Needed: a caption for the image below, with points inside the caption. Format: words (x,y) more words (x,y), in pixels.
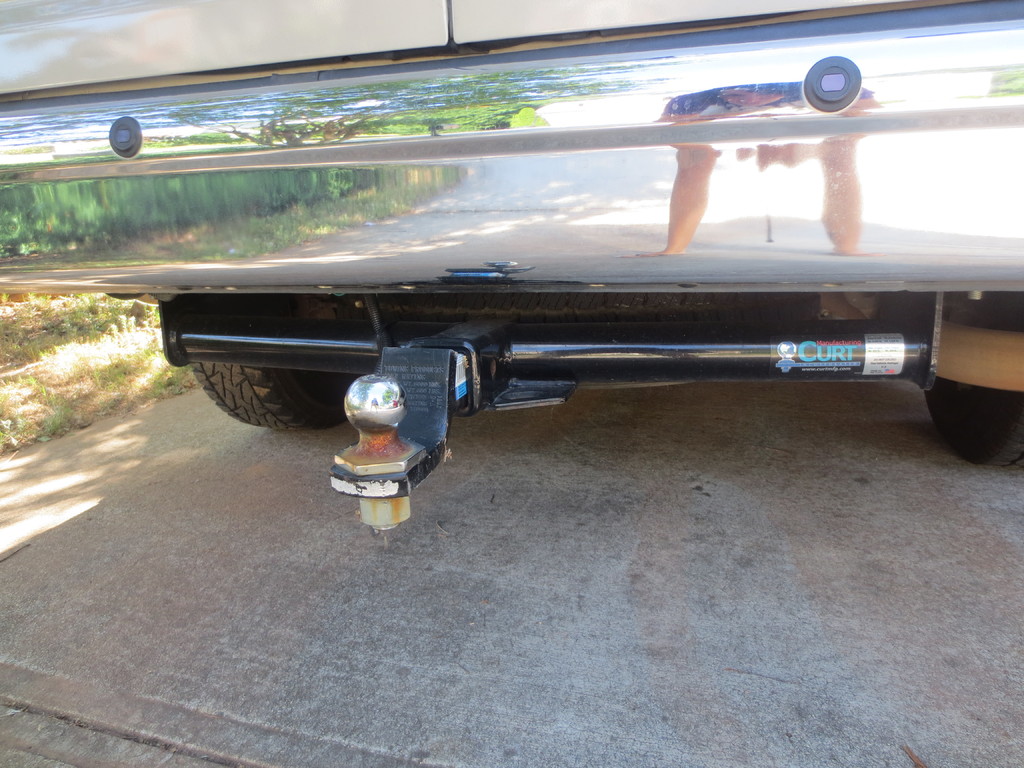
In this image there is an alloy rear tow hook (698,355) attached to the backside of the car (618,268). Above that there are sensors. There are tires (953,404). Through the reflection (849,258) on the car (646,153) we can see a person's leg (829,152), trees (544,81). Beside the car (186,182) there's grass (67,304) on the surface (149,352).
